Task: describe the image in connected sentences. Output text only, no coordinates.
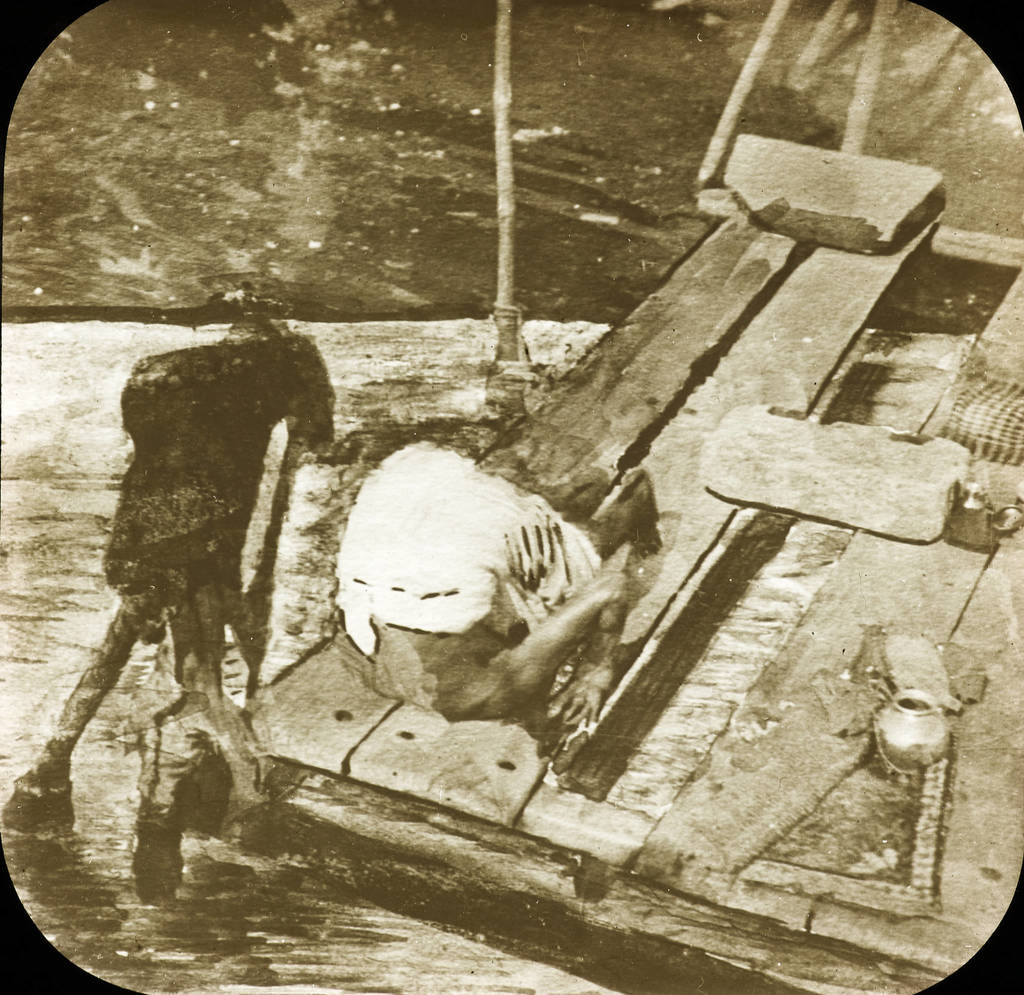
This picture describes about black and white photo.
